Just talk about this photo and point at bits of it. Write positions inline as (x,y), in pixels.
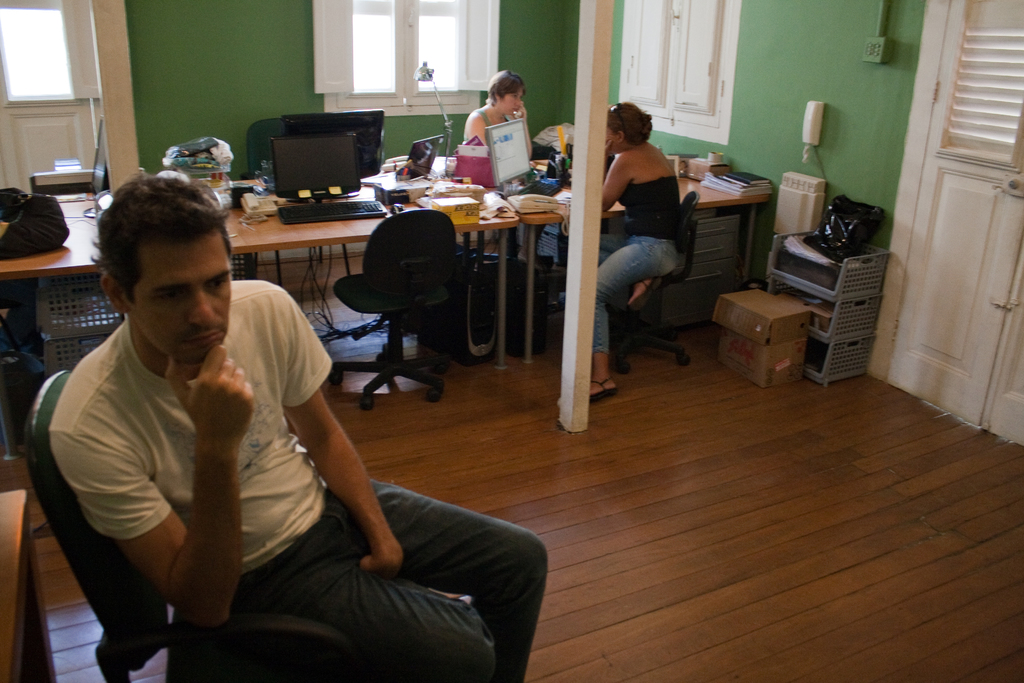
In this picture we can see three persons (657,224) sitting on the chairs (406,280). This is table (261,246). On the table (264,230) there are monitors (383,163), keyboard (326,218), box (437,209), and a phone (535,210). This is floor (765,571) and there is a door (973,187). On the background (255,55) there is a wall (248,62) and this is window (418,61).
